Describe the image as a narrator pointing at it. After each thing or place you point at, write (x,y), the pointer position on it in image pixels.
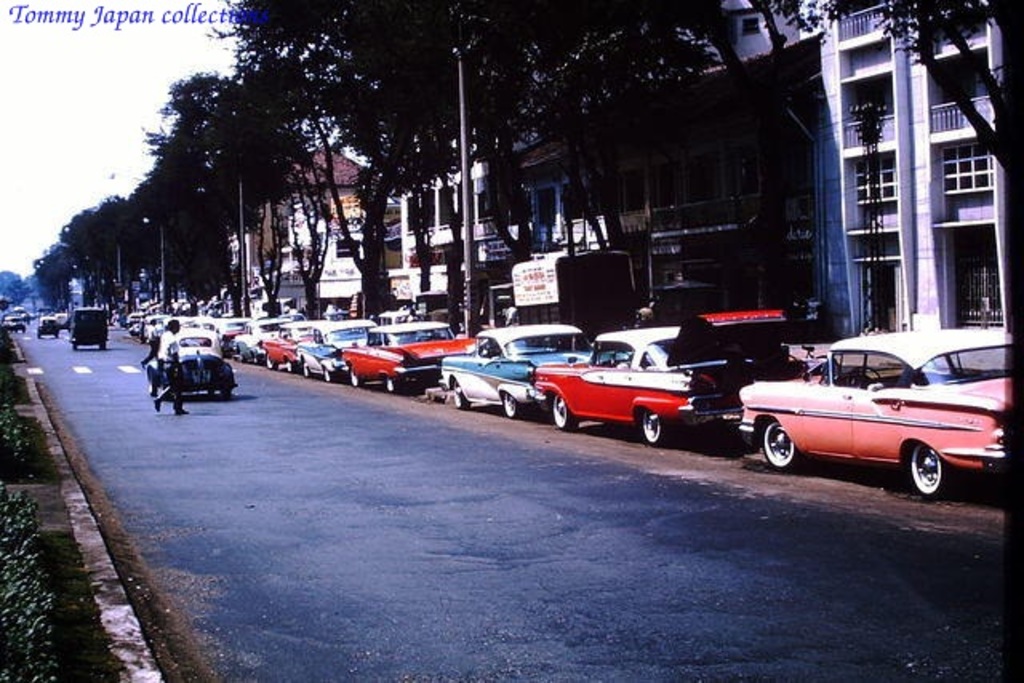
This image consists of many cars (863,454) parked on the road (313,491). At the bottom (273,566), there is a road (167,406). In the front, we can see a person (181,380) walking. On the right (739,157), there are many buildings (669,203) along with the trees (528,202). At the top (19,204), there is sky (79,204).
